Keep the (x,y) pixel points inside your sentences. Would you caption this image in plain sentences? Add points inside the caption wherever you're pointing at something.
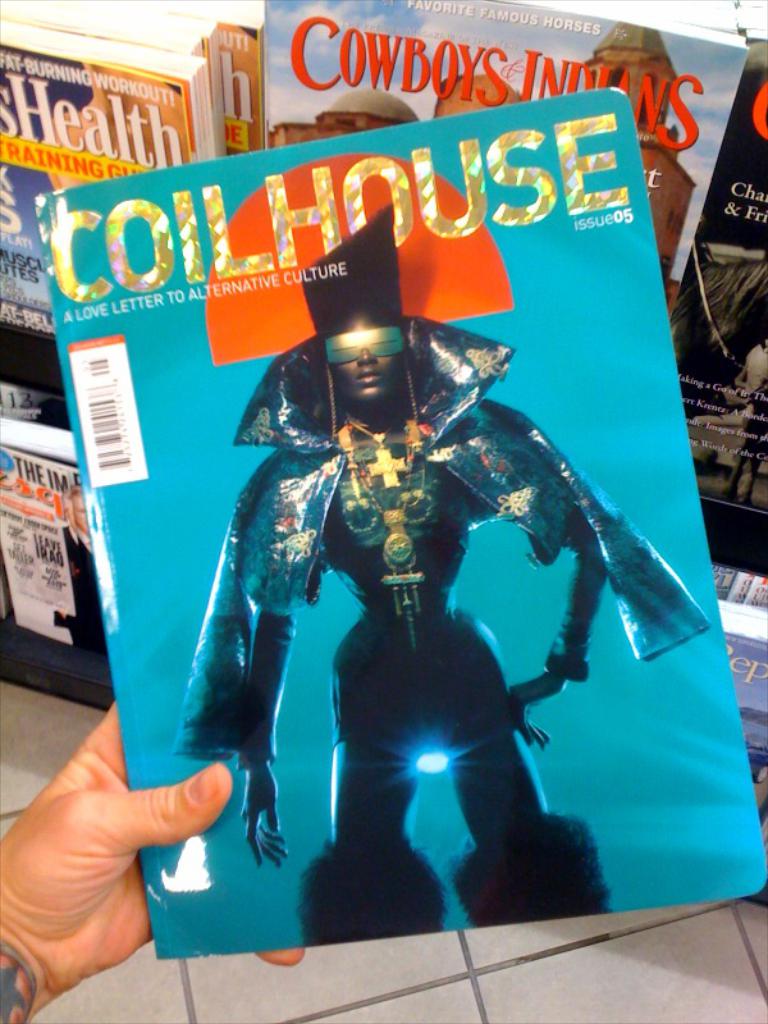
In this image, I can see a person's hand (60,802) holding a book (166,693). These are the books (133,132), which are kept in the stand (749,509). This is the floor (529,980).
